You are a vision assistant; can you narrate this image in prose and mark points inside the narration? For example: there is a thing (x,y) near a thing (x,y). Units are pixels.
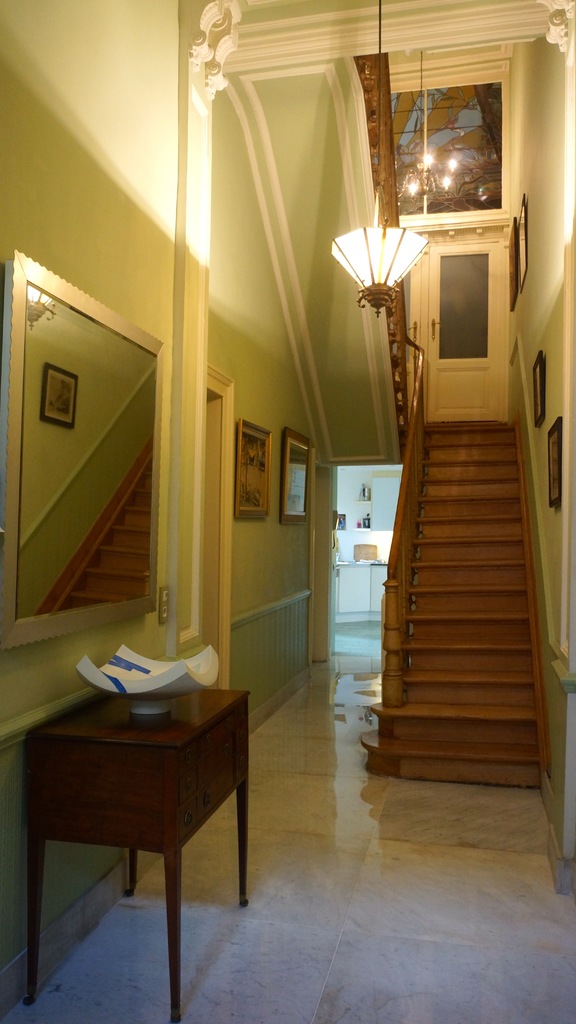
In the foreground (186,788) I can see a table (200,795), staircase (478,769), wall (547,697) on which I can see wall paintings (246,498) and a mirror (146,486). On the top (432,192) I can see a chandelier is hanged. This image is taken in a house (223,669).
